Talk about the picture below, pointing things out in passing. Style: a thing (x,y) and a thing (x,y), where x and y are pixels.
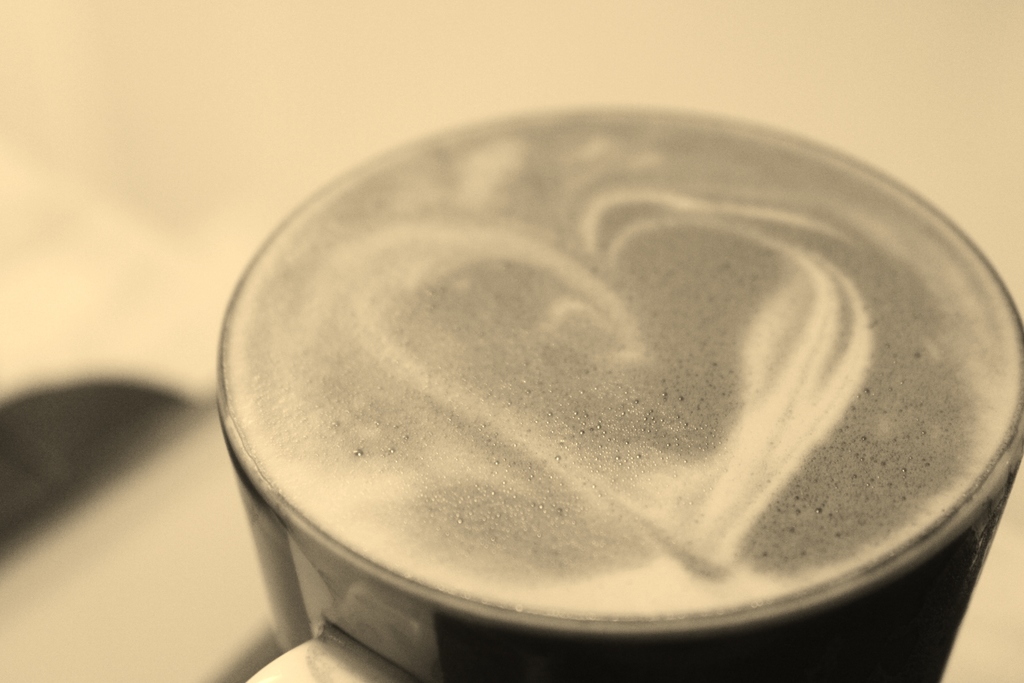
It is an image of some drink (616,493) served in a cup (366,592).
